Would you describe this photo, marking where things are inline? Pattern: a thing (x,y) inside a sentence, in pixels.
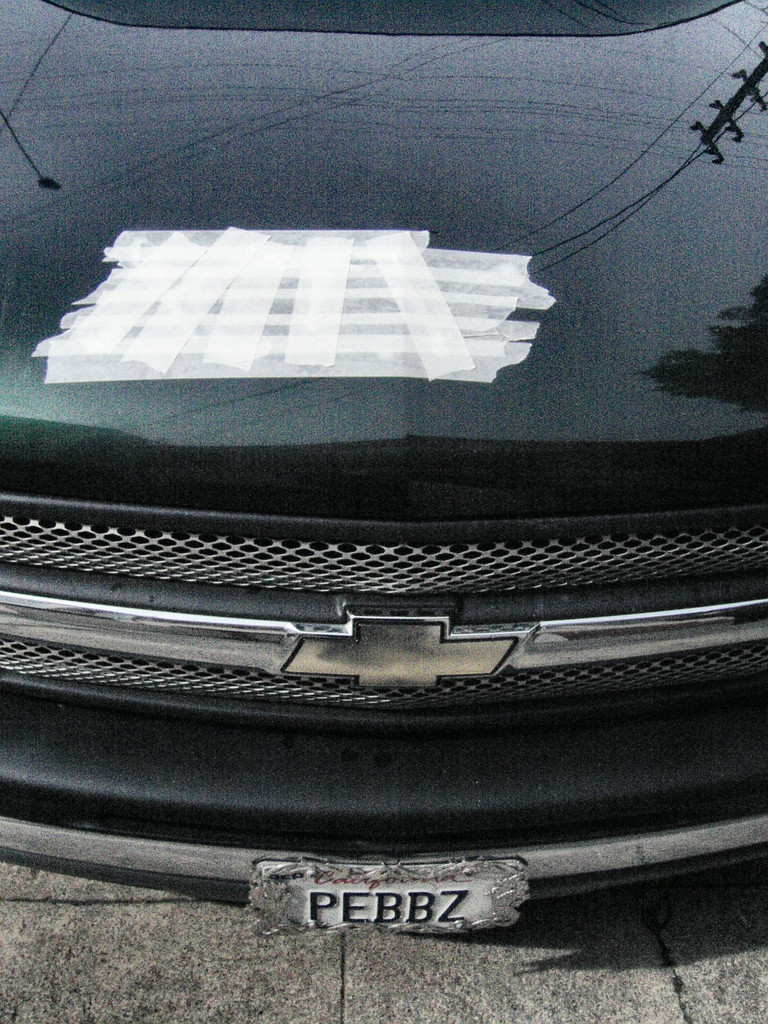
In this image I can see a car (355,685) on the ground (140,993) and few white plasters (259,307) are attached to this car (656,281).
